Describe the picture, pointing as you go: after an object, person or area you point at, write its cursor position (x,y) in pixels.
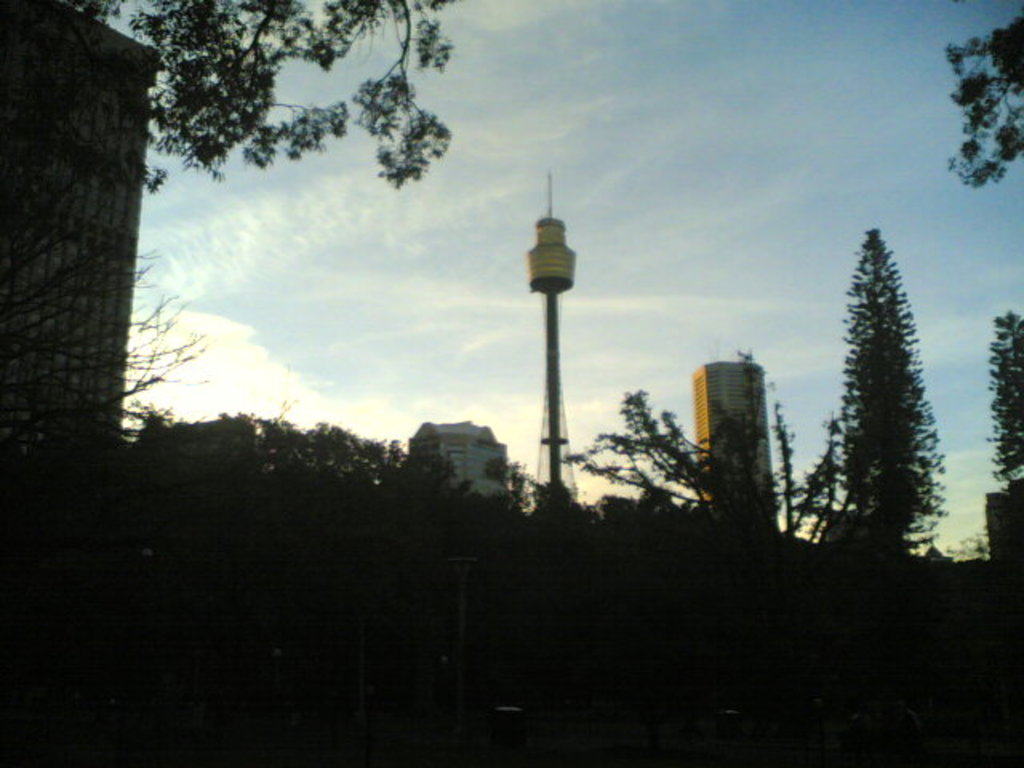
This image is clicked in dark I can see a tower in the center of the image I can see sky (469,108) at the top of the image (582,40) and some buildings (435,425) and some plants (861,357) and trees (873,354) at the right side of the image (890,308).
